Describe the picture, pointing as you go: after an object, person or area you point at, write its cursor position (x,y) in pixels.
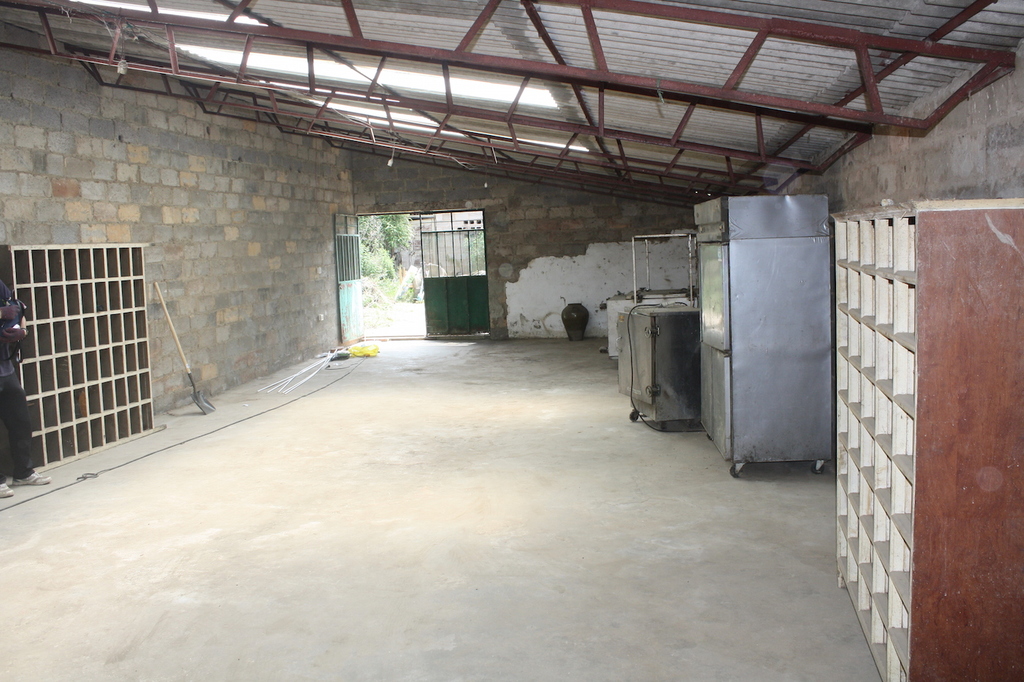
In this image I can see cupboards (619,336), boxes (724,445), some objects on the floor (484,403), wall (297,214), door (445,304), trees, buildings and a rooftop (784,179). This image is taken may be in a hall (257,492).
